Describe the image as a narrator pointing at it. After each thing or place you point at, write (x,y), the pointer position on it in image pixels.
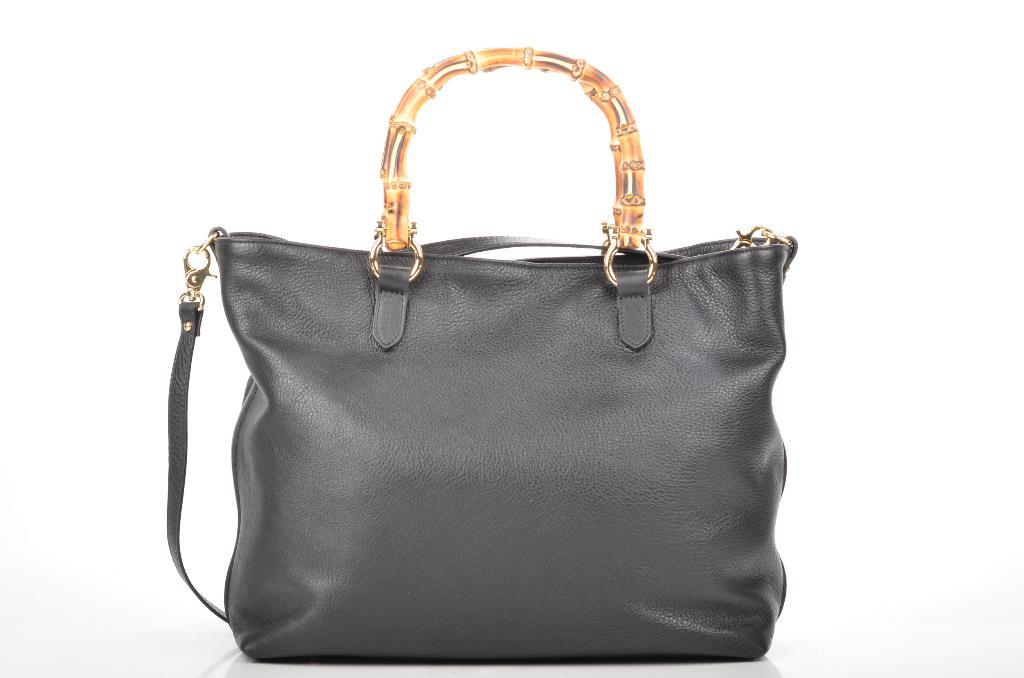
In the image we can see there is a purse (629,479) which is in ash colour and the handle (399,129) is in golden colour.
